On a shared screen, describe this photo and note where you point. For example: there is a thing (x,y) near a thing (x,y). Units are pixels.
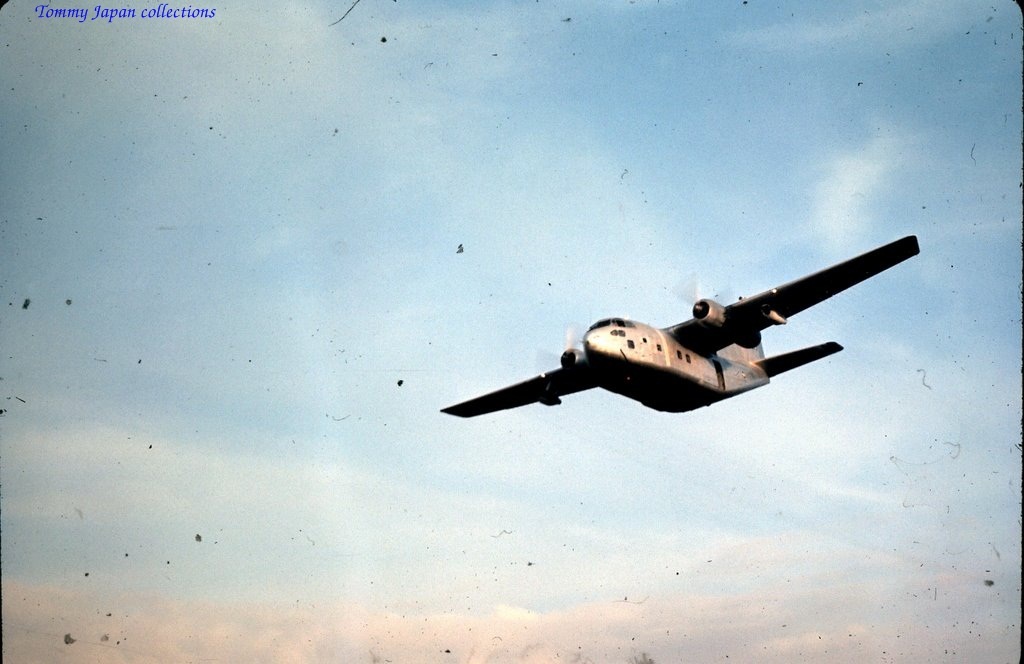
In the image we can see a flying plane (642,350), in the sky (441,592). Here we can see the cloudy sky (407,604) and there is a watermark (170,9) at the left top (123,17).
